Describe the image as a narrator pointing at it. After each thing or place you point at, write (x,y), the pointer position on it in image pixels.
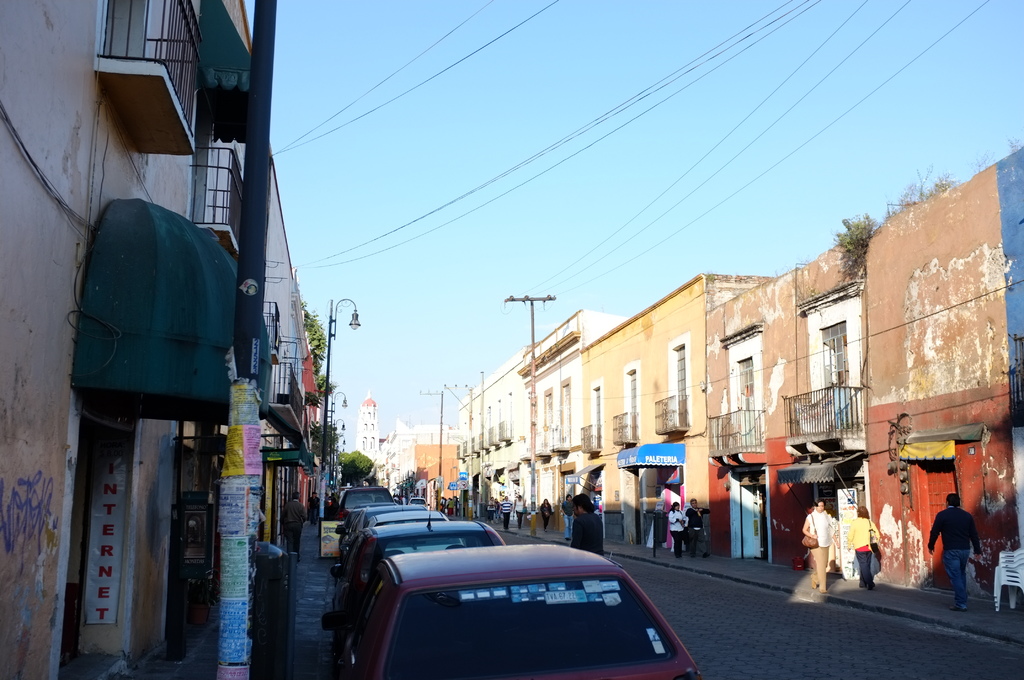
In this picture we can see vehicles (449,642) on the road (654,574), beside these vehicles (594,581) we can see people (687,533) and in the background (610,370) we can see buildings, trees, sky (448,265).
